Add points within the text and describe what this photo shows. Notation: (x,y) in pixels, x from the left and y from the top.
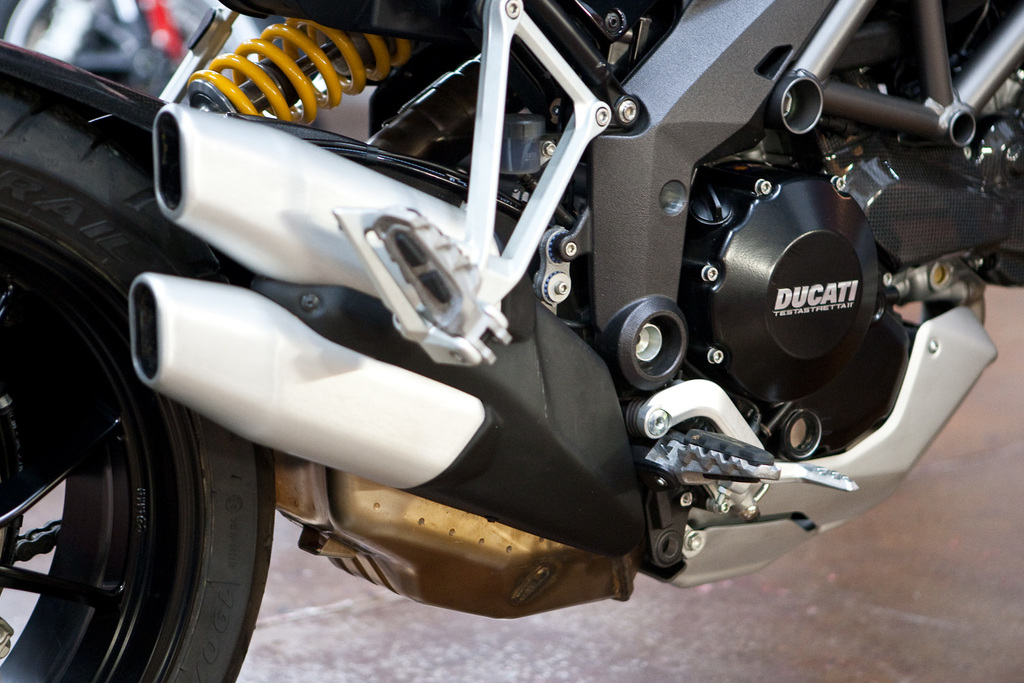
In this picture I can see a part of a motorbike (491,396), and there is blur background (984,514).
